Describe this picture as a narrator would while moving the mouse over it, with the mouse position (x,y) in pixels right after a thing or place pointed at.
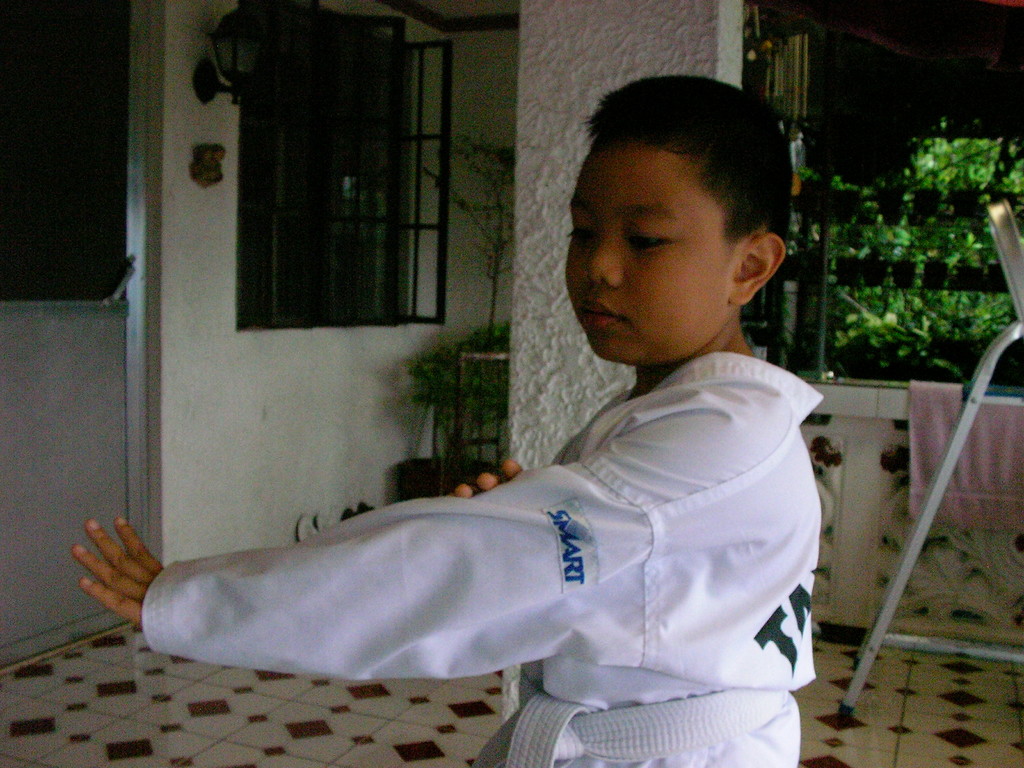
In this image, we can see a boy (695,588) performing martial arts. In the background (937,313), there are house plants (893,346), pillar (522,403), glass objects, door (23,478), rod stand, railing (824,547) with towel (973,480) and few objects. At the bottom of the image (396,724), there is a floor (324,726).
